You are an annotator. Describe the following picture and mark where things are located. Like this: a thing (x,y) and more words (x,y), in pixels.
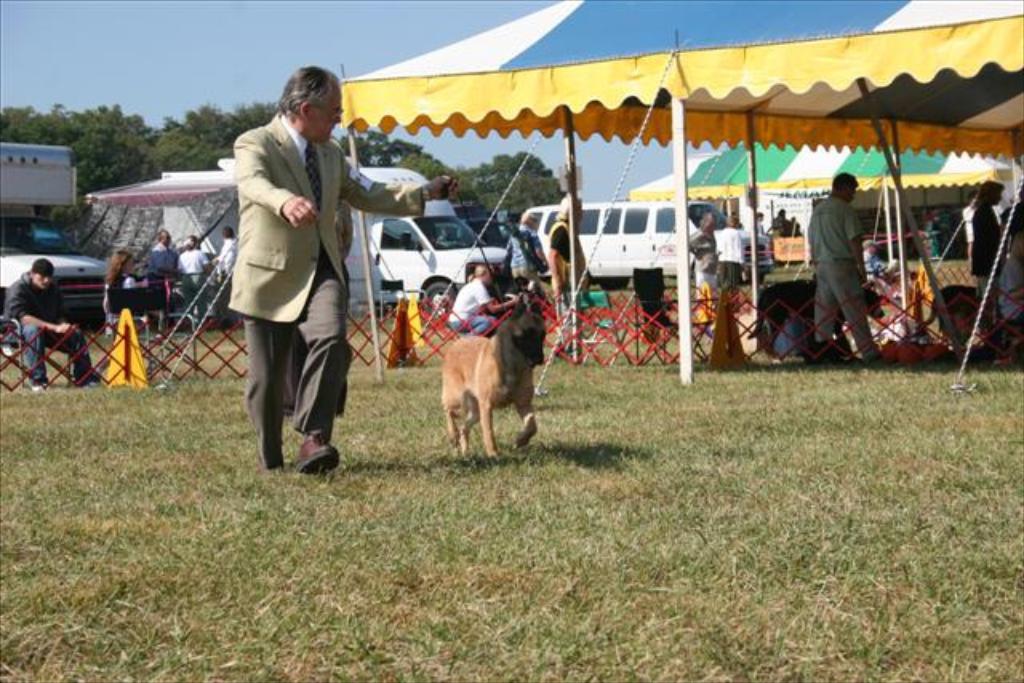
In the image we can see there is a man (272,291) who is standing with a dog (539,350) and at the back (725,230) people (475,295) are sitting and standing and cars (477,256) are parked on the ground (360,386). The ground (569,582) is filled with grass (417,582).
